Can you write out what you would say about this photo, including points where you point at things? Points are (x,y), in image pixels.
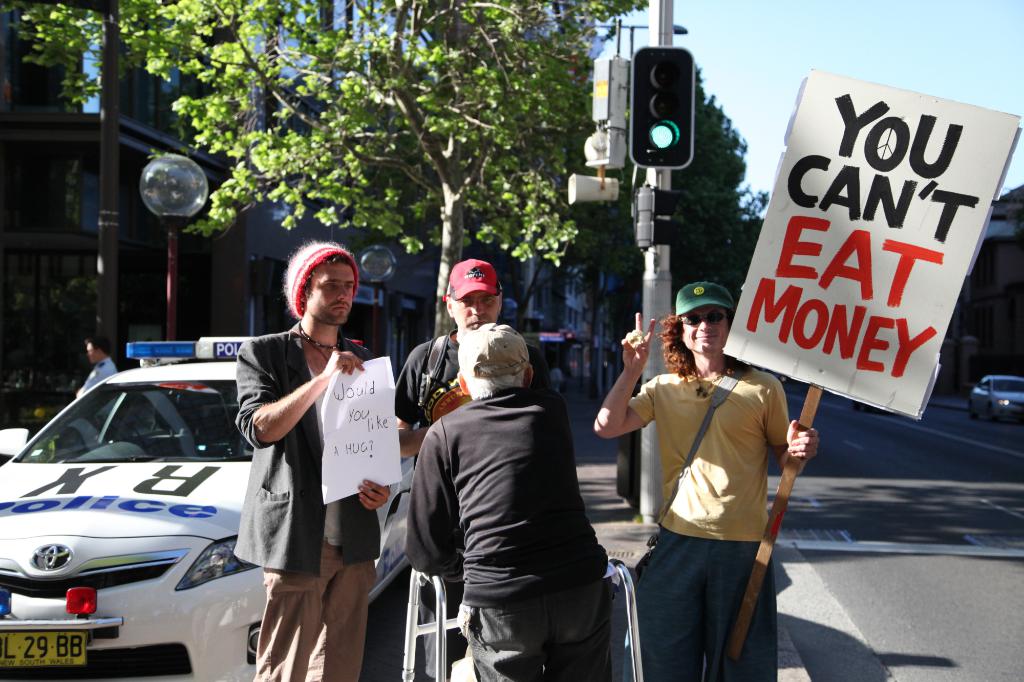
In the image there are four men (331,294) in the front (726,432) wearing caps (696,283) and holding banner (839,243), it seems to be they protesting, on the left side (87,421) there is a car (136,519) on the road (1017,487), behind them there is a traffic light (653,72) and buildings (1005,349) on either side of the road (1014,475) with vehicles (1008,390) moving on it and above its sky (828,23).
